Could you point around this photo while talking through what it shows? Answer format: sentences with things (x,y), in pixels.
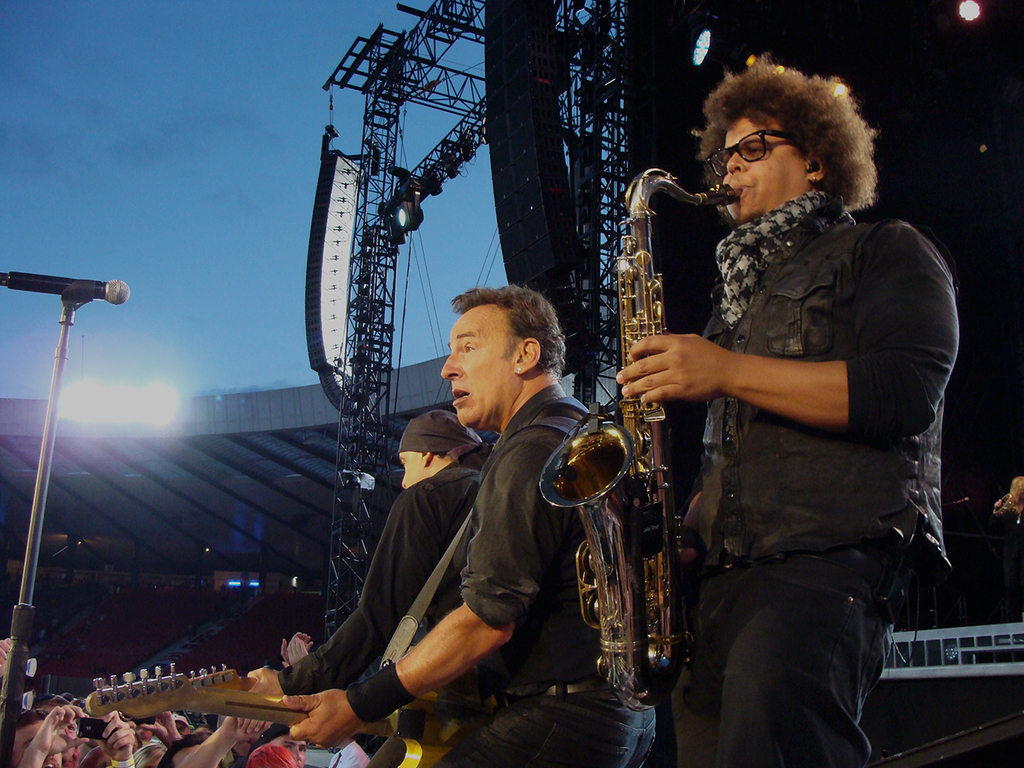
a concert is going on. the person (765,428) at the right (765,406) is playing saxophone (606,535). the persons (502,571) left to him are playing guitar (227,698). below them people (146,739) are watching. at the back (415,224) there is a stage (688,75) and lights (400,221).
